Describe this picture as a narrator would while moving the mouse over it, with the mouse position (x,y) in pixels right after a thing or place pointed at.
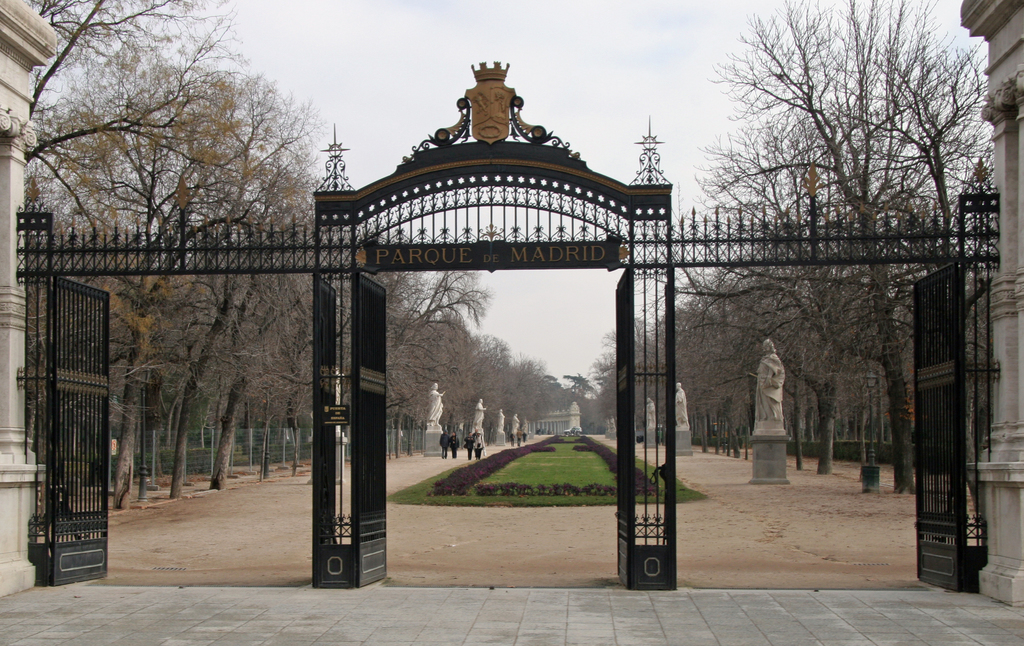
In this image I can see a gate (917,258), few white color statues (768,384), trees (802,334) and few people (468,435) are walking. The sky (444,125) is in white color.
